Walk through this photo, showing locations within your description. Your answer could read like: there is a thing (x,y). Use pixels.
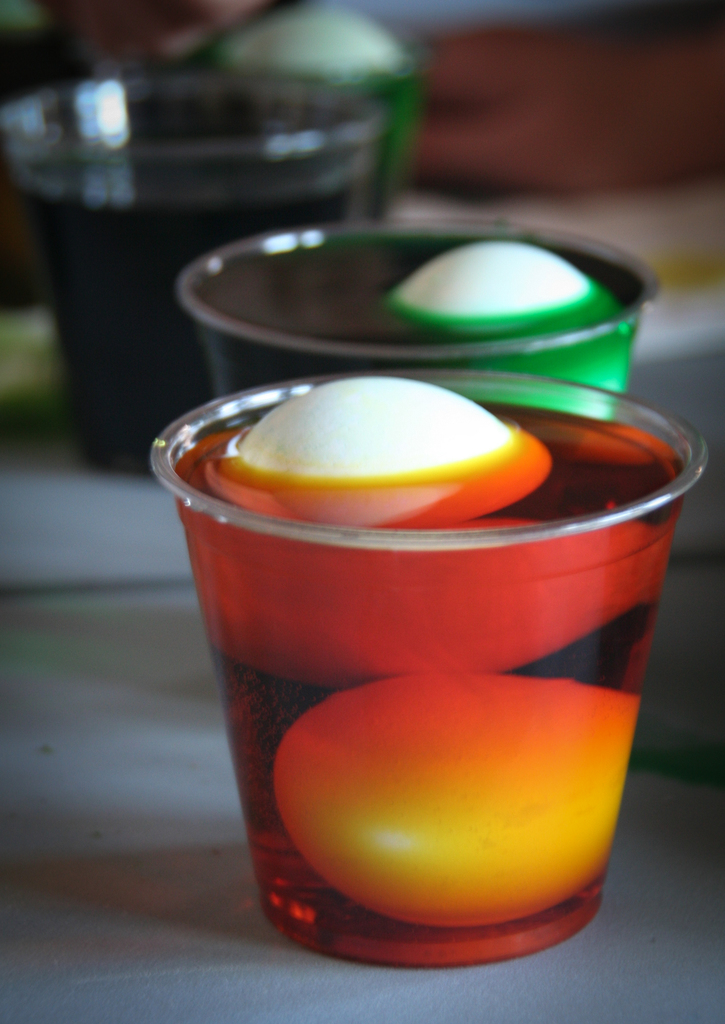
In this picture we can see glasses (277,190), there is some dye (378,679) present in these glasses (334,339), we can see a blurry background (716,194).
